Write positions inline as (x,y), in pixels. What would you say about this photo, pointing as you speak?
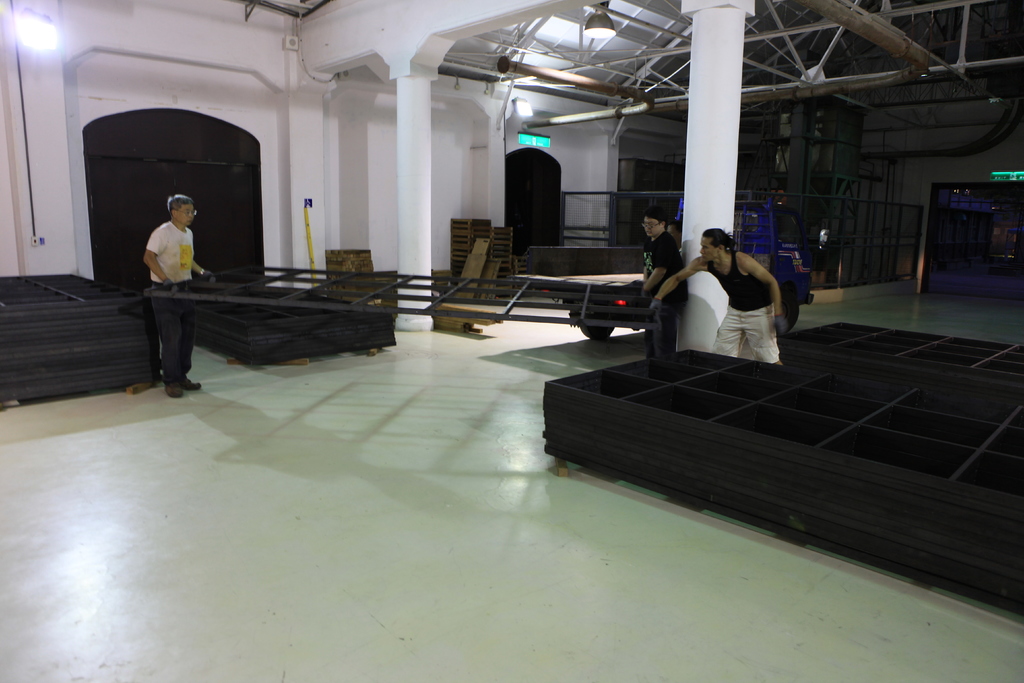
In the foreground of this image (616,425), in the middle (616,442), there are black grills like objects (105,382) on the floor (168,412). We can also see three men (660,274) holding a grill (597,319). In the background (763,239), there is a vehicle (768,244), few wooden objects (483,250), wall (290,157), doors (241,177), lights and ceiling (838,43) of the shelter (849,58).
